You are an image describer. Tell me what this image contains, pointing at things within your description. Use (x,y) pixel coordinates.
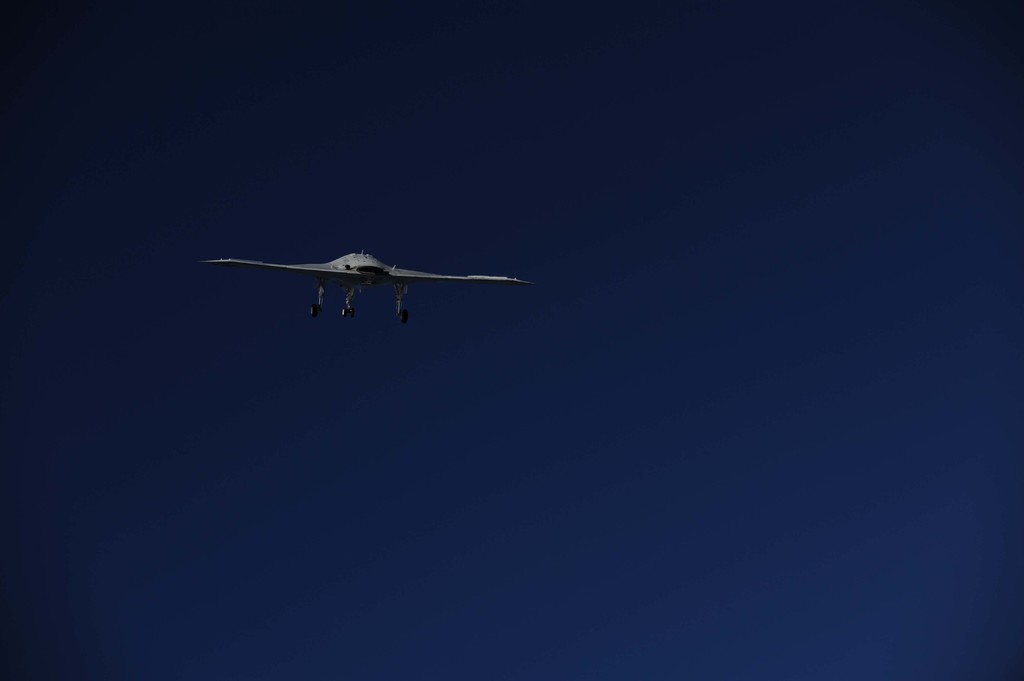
In this picture we can see an aircraft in the sky (313,395).
